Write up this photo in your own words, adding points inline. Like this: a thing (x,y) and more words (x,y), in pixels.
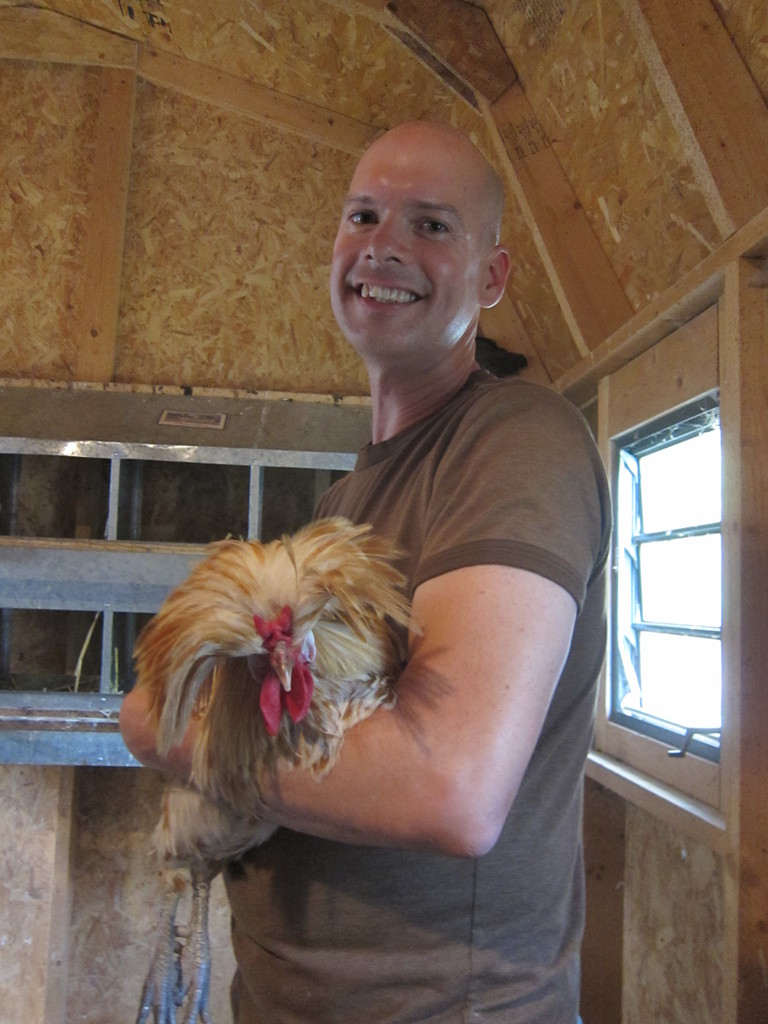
In this image I can see a person (447,605) holding the bird (350,618). The bird (336,624) is in brown and red color. Back I can see a wooden wall (273,267) and window (716,555).
